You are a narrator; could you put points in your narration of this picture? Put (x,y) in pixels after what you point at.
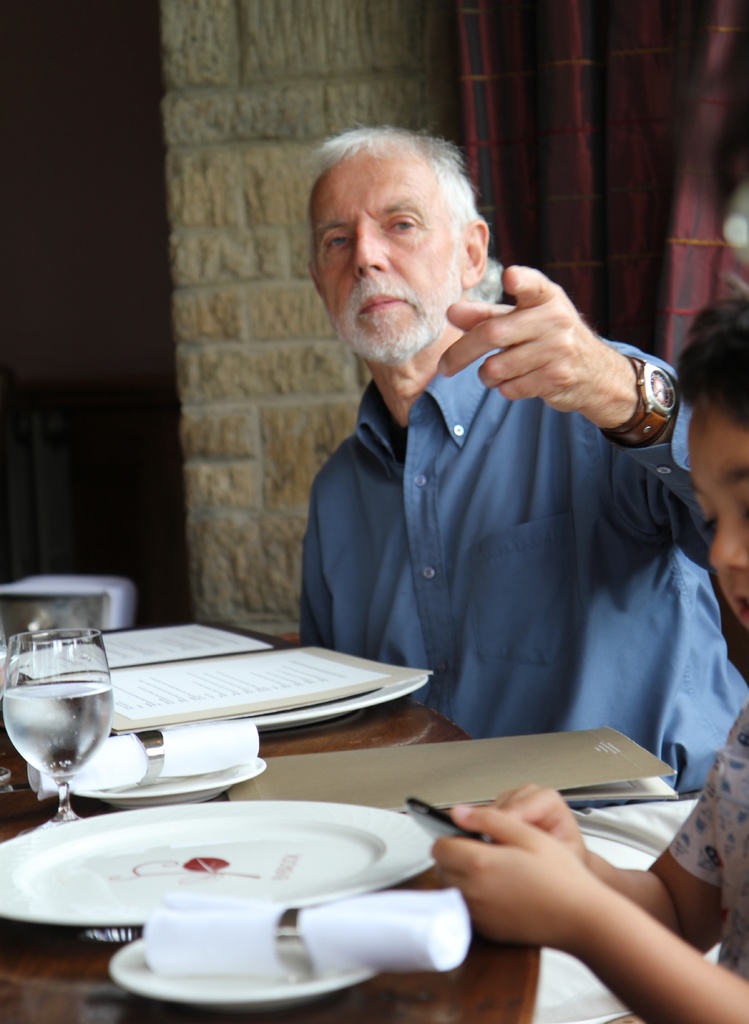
In the center of the image (394,488) we can see two persons (487,602) are sitting. Among them, we can see one person (591,882) is holding some object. In front of them, we can see one table (435,745). On the table (293,763), we can see books (302,770), papers (266,684), plates (368,838), one glass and a few other objects (280,925). In the background (676,28) there is a wall (239,33), curtain (584,91) and a few other objects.
